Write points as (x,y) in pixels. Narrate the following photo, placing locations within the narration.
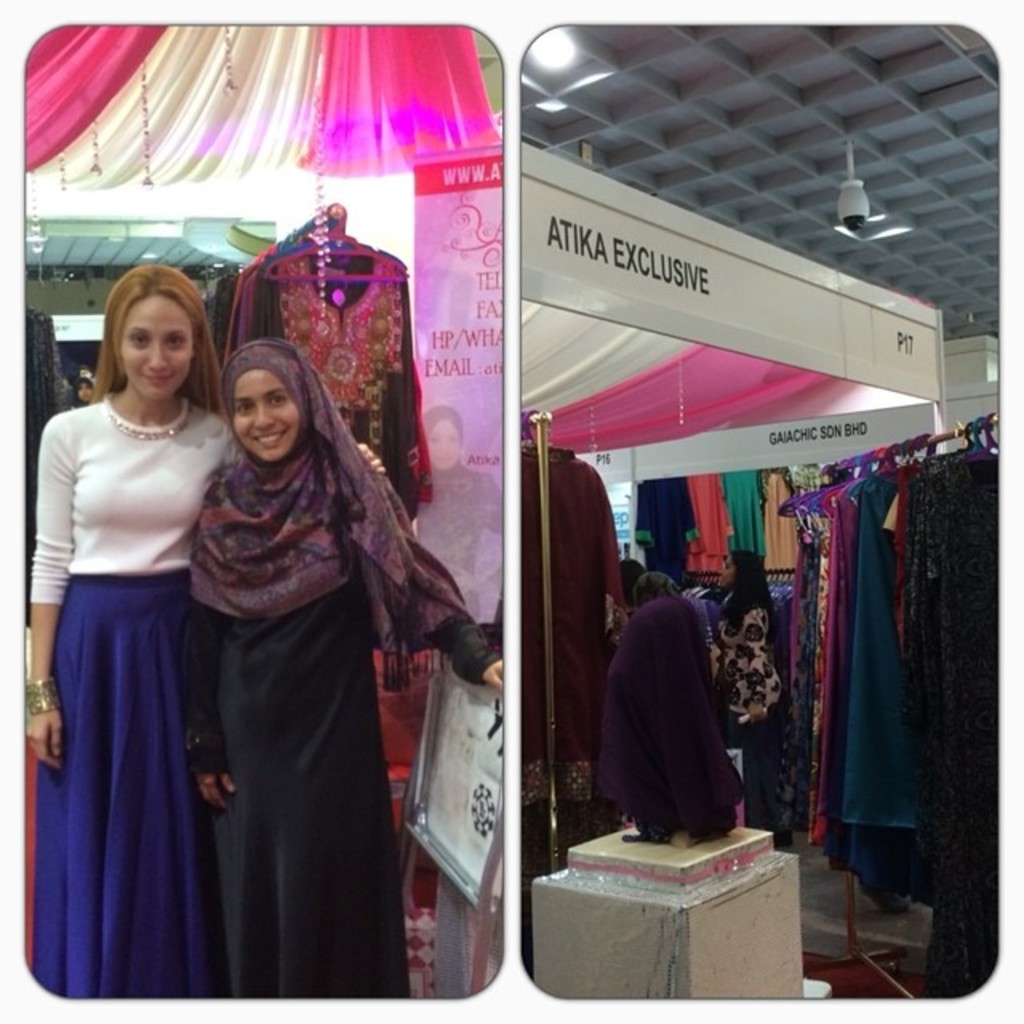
This is an edited image with the collage of two images. On the right (739,561) we can see a person (772,637) standing on the ground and we can see the clothes (774,558) and the hangers (928,446). At the top (696,69) there is a roof (700,83) and we can see the ceiling lights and we can see the text (562,250) on the banners (863,377) and we can see the curtains (671,400) and some other objects (665,735). On the left (230,479) we can see the two women (164,402) smiling and standing on the ground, we can see the curtains (308,74), text (464,327) on the banner (464,339) and clothes (294,286), hangers (365,250) and we can see the roof (128,252), ceiling lights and many other objects (73,369).
